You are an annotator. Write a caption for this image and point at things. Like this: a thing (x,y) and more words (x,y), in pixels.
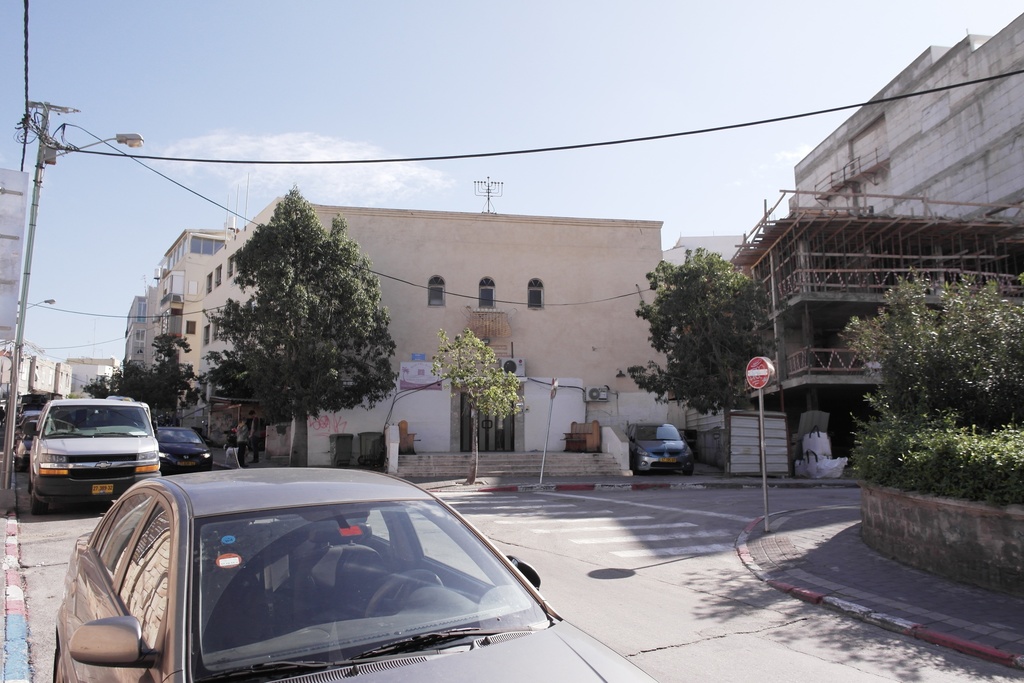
In this image on the road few vehicles (205,540) are parked. Here there is a sign board (758,369). There are few trees (313,385) over here. In the background (402,400) there are buildings (614,271). Beside the road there are street lights (37,153). The sky (268,141) is having few patches of clouds (337,151).
